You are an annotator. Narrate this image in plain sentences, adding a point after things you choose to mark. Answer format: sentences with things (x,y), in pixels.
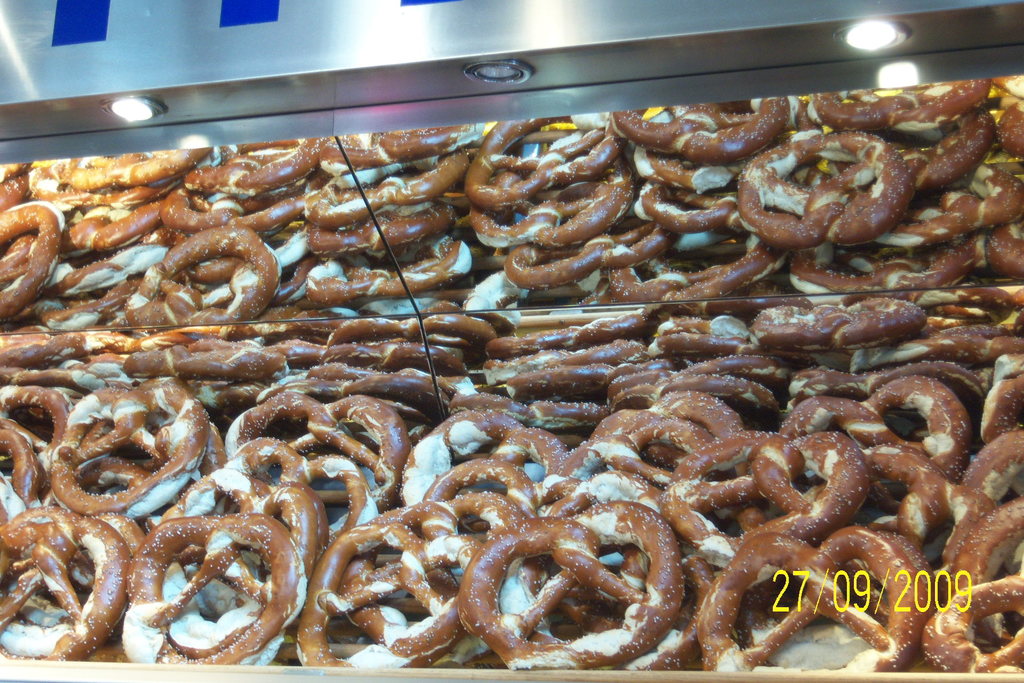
In this picture there are many salted pretzels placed in the front (824,566). On the top (422,109) there is a steel shed (571,73) with spotlights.
